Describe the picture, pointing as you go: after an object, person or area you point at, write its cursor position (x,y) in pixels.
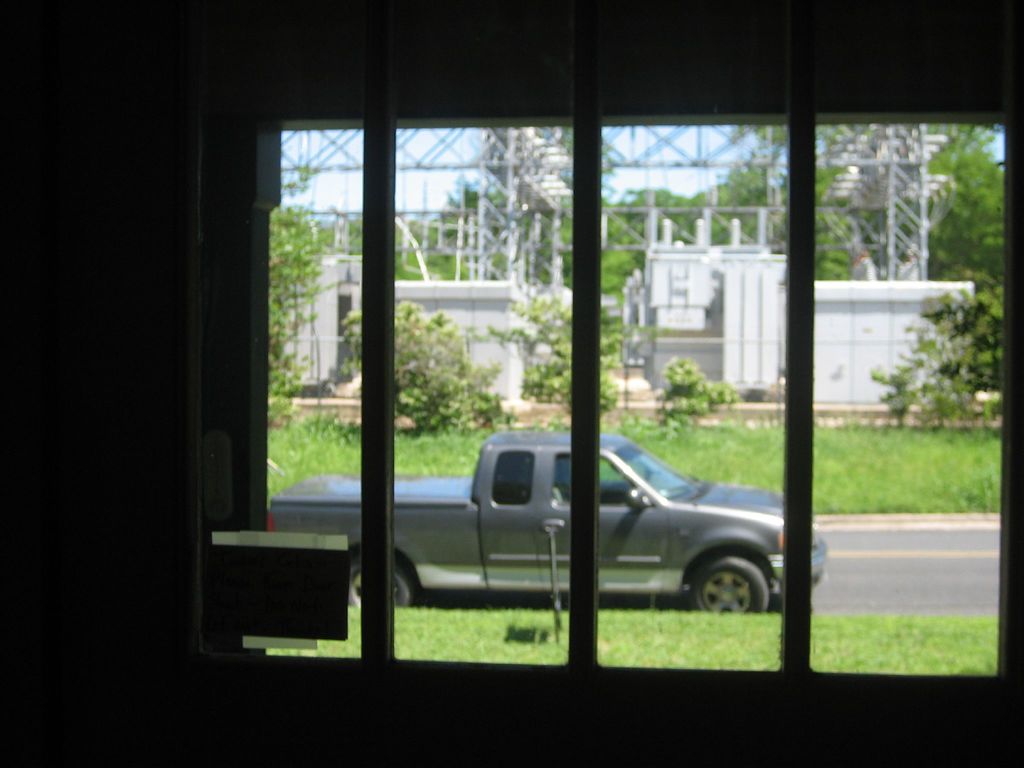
In front of the picture, we see a grill window (372,198) from which we can see the grass (542,636), trees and a pole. We see a vehicle (491,560) moving on the road (848,550). There are trees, grass (879,473), transformers (774,253) and the poles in the background (731,311). At the top (344,203), we see the sky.
